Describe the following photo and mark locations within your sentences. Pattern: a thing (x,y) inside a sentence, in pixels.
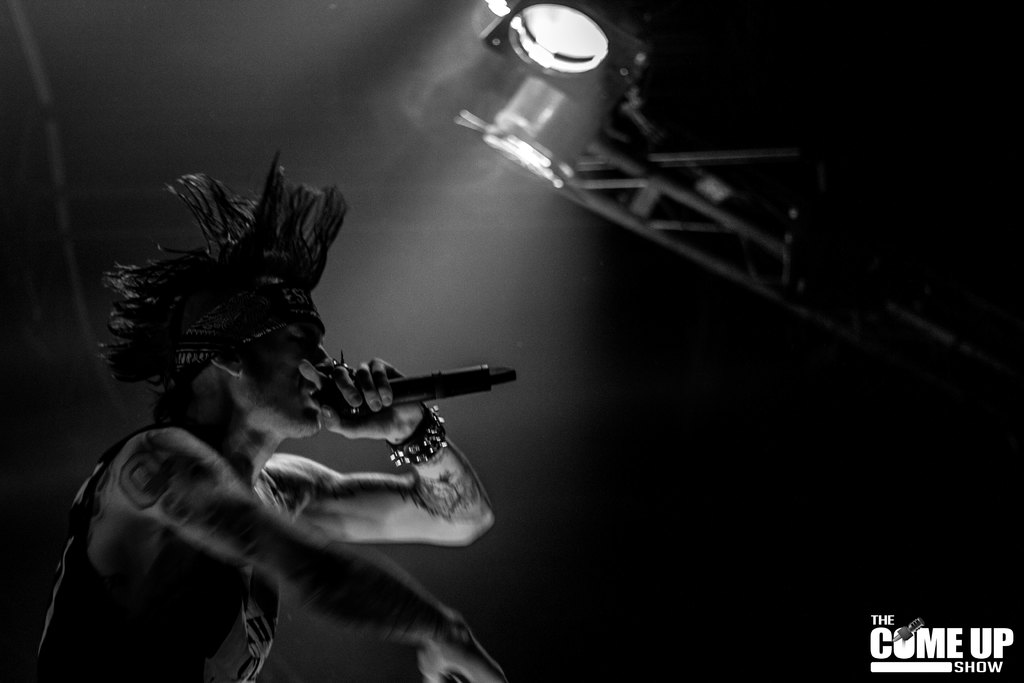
In this image we can see a person (244,438) holding a mic (393,394). At the top (543,56) we can see a light (536,45) with a stand (508,121). In the bottom right (919,643) we can see some text (921,651).
